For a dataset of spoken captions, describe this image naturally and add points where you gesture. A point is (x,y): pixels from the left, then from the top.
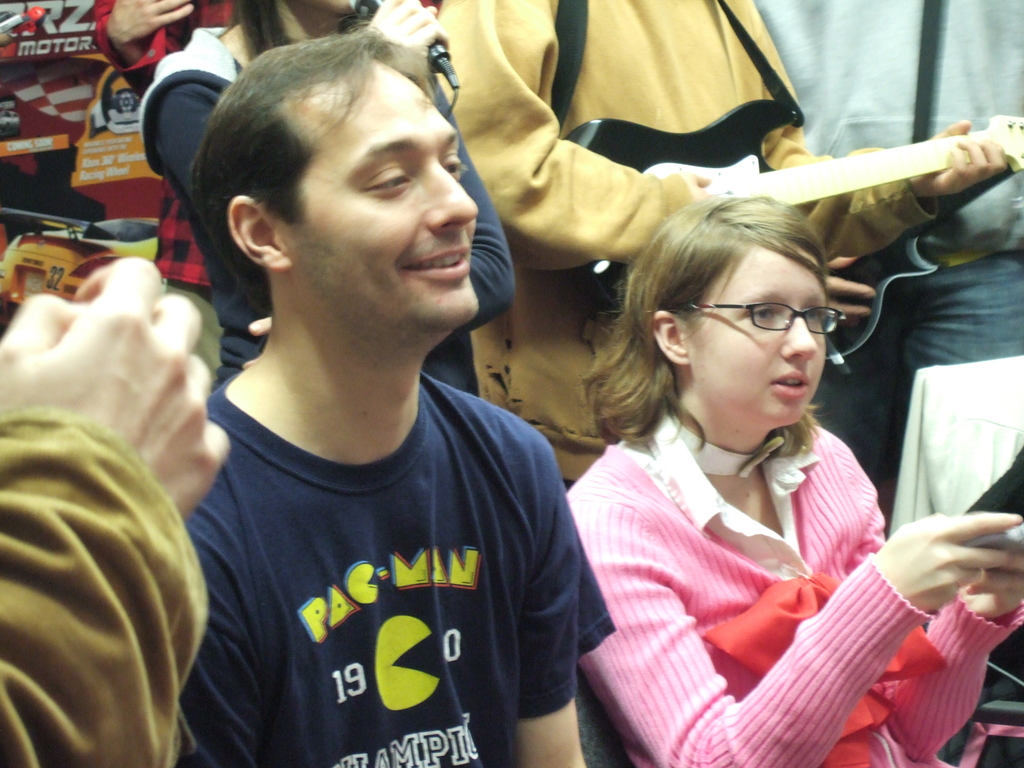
In this image in the front (470,439) there are persons (702,498) sitting and there is a person (430,542) smiling and in the background (193,83) there are persons (227,87) standing and holding objects (766,100) in their hands (401,32).
